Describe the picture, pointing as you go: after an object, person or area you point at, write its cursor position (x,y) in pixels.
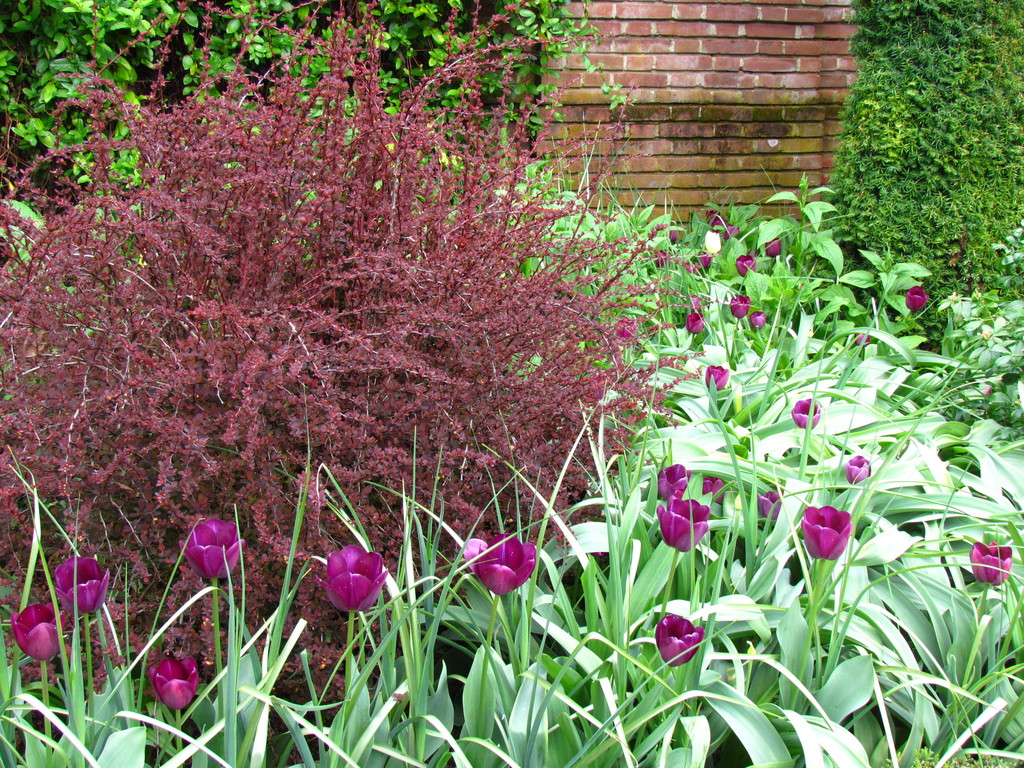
This picture is clicked outside. In the foreground (721,670) we can see the plants (618,341), flowers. In the background (867,113) we can see the green leaves (869,106) and a brick wall (712,78).
